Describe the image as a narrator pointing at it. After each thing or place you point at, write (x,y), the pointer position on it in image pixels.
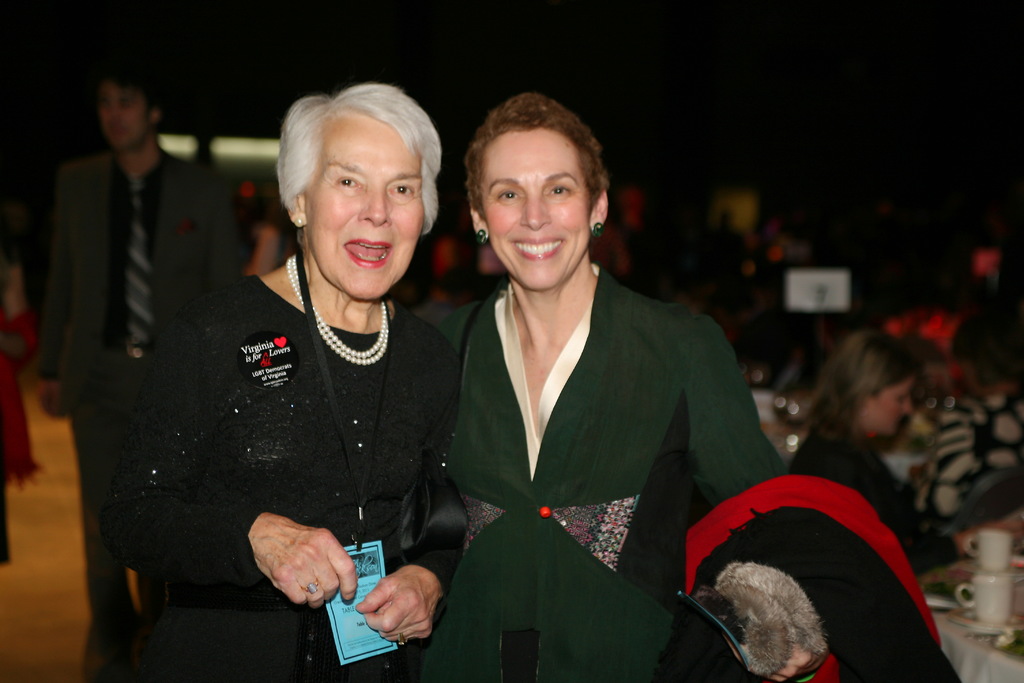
In the image there are two ladies (338,378) standing and smiling. On the left (315,312) there is a lady (360,342) with a tag (308,291) around her neck (327,320). Beside her there is a lady (658,604) holding a jacket (808,545). Behind them there are few people (947,430) and also there is a blur background (831,240). In the bottom right corner of the image (978,553) there are cups (1005,565) and a few other things (961,574) on the table (979,639).
